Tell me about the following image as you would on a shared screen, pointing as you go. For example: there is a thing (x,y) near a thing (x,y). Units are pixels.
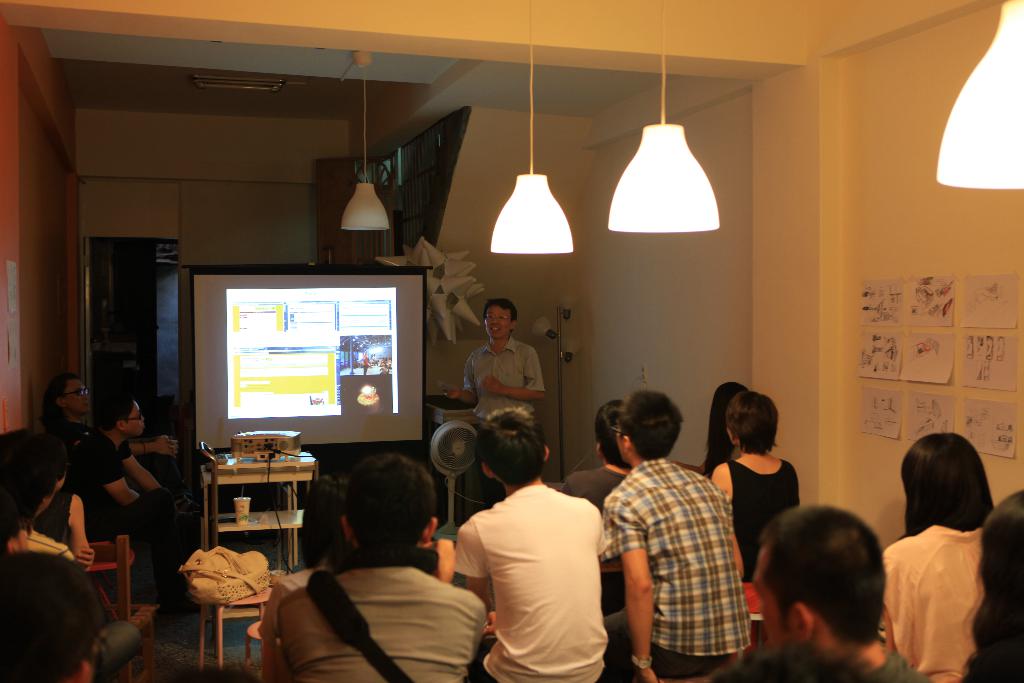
In this image, we can see people (641,550) sitting and some of them are wearing bags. In the background (483,369), there is a person (489,359) standing and we can see a screen (286,338) and there are some objects (263,434) on the stand (237,476), fans (448,453) and poles (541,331). At the top (646,209), there are lights (635,202) and we can see some papers (903,344) on the wall (795,204) and a door (331,189) and there is roof (259,105).
